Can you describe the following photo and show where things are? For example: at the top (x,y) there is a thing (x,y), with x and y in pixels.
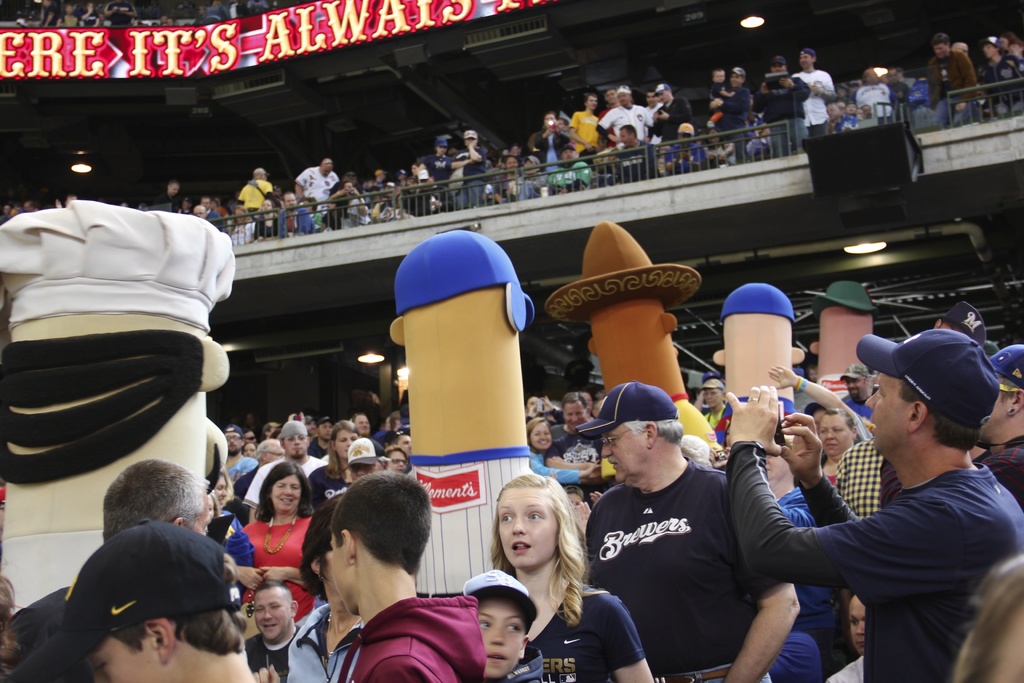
In this image we can see few persons (582,400) are standing at the bottom (712,618) and a person (771,408) on the right side (921,609) is holding an object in the hands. In the background (87,20) there are few persons (98,22) standing at the fences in the 1st and 2nd floor (101,8) and there is a board (60,42) on the wall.
